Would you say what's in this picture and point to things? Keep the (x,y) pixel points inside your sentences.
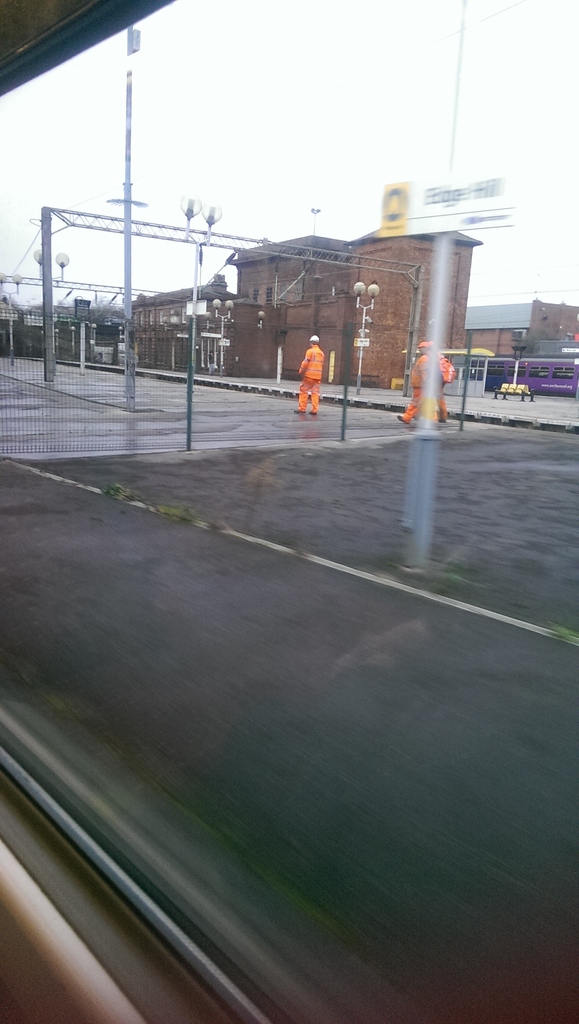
In this image, there is a person (301,373) standing in front of the building (278,323). There is pole (129,354) in the top left of the image (132,334). There is a sky (326,141) at the top of the image (326,141).
